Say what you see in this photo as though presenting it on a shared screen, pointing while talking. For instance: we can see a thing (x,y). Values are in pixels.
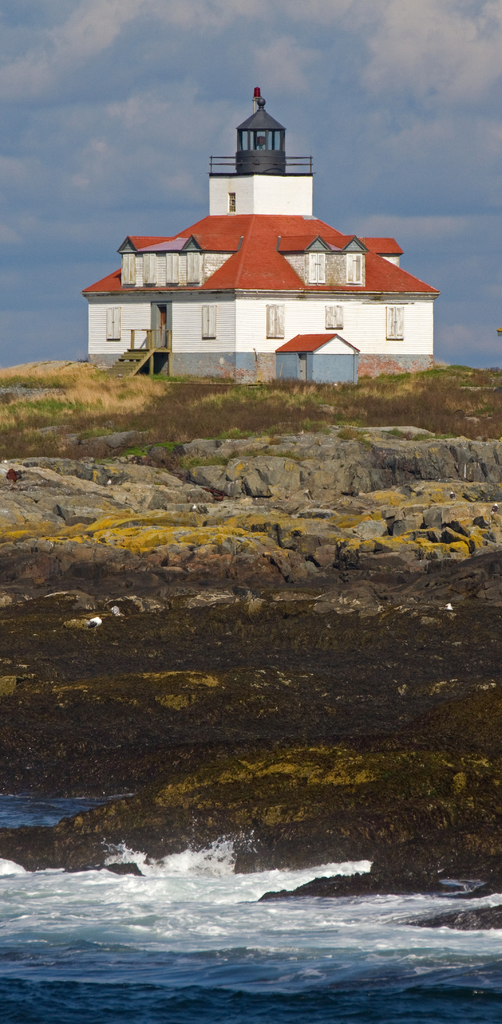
In this image, there is an outside view. There is a sea (279,886) at the bottom of the image (230,845). There is a house (286,342) on the hill (204,476) which is in the middle of the image (185,630). There is a sky (172,135) at the top of the image (176,56).
